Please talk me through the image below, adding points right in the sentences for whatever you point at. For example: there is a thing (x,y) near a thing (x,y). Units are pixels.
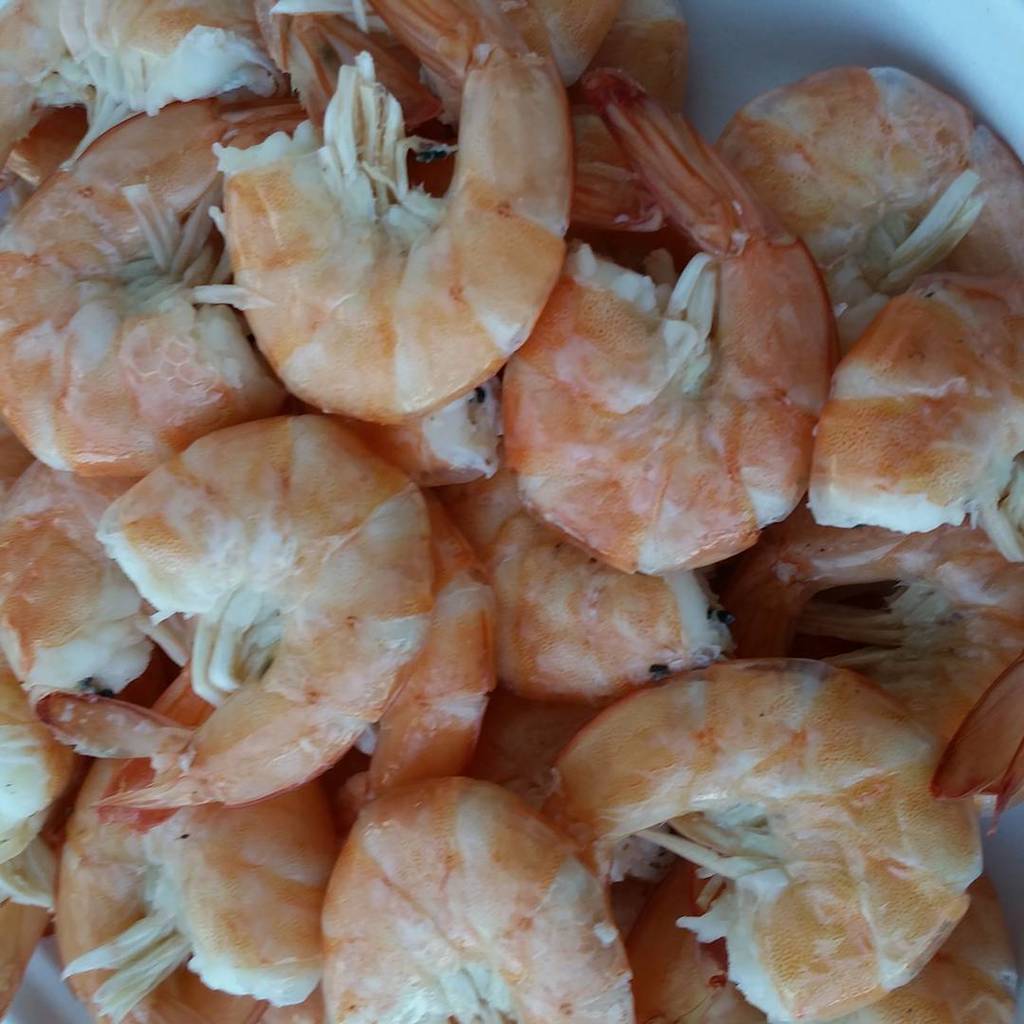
In this image there is a bowl (755,10) with many shrimps (272,240) in it.
